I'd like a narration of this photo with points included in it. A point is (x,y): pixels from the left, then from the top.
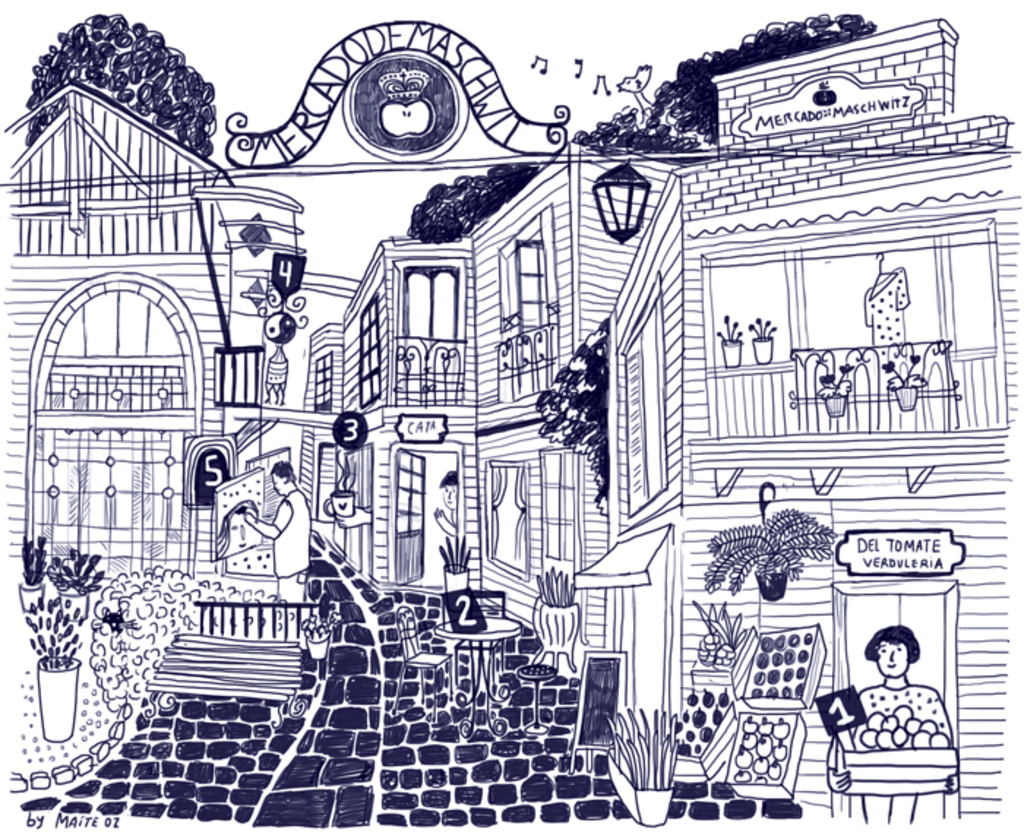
This is a drawing. Here we can see buildings (626,425), boards (347,427), plants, and few persons (282,556).
